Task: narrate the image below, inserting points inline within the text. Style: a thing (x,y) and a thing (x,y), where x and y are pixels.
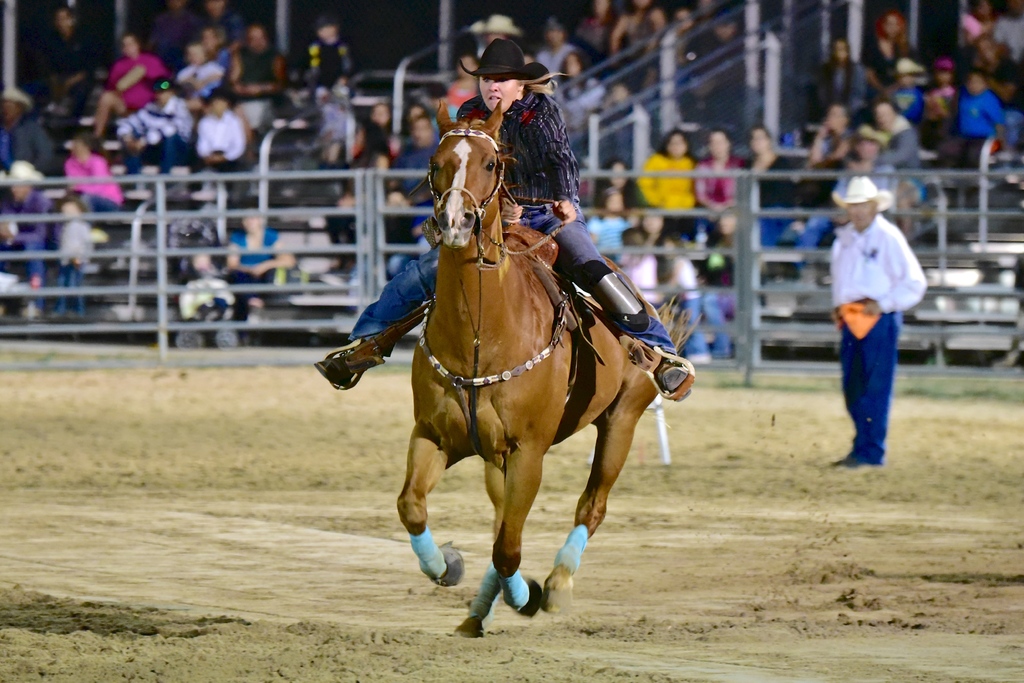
In this image we can see a woman (488,84) is riding a horse (489,408) on the sandy land (456,532). She is wearing black color hat (503,66), shirt (523,137) and jeans (585,227). We can see one man (872,318) is standing, he is wearing white color shirt (878,286) with blue pant (865,351) on the right side of the image (876,374). We can see so many people (982,66) are sitting in the background (711,181) and railing (656,216) is also there.
